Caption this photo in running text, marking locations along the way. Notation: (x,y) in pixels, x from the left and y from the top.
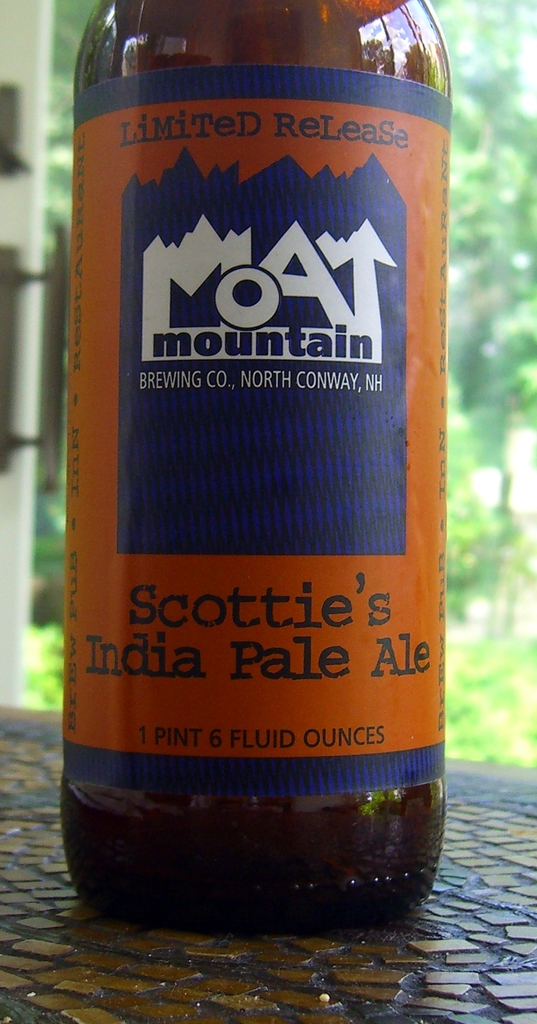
In this image I can see a bottle (269,519) in the front (238,581) and on it I can see a label (144,689). On this label (305,139) I can see something is written. In the background (533,103) I can see a tree (482,281) and I can see this image is little bit blurry in the background (455,11).
